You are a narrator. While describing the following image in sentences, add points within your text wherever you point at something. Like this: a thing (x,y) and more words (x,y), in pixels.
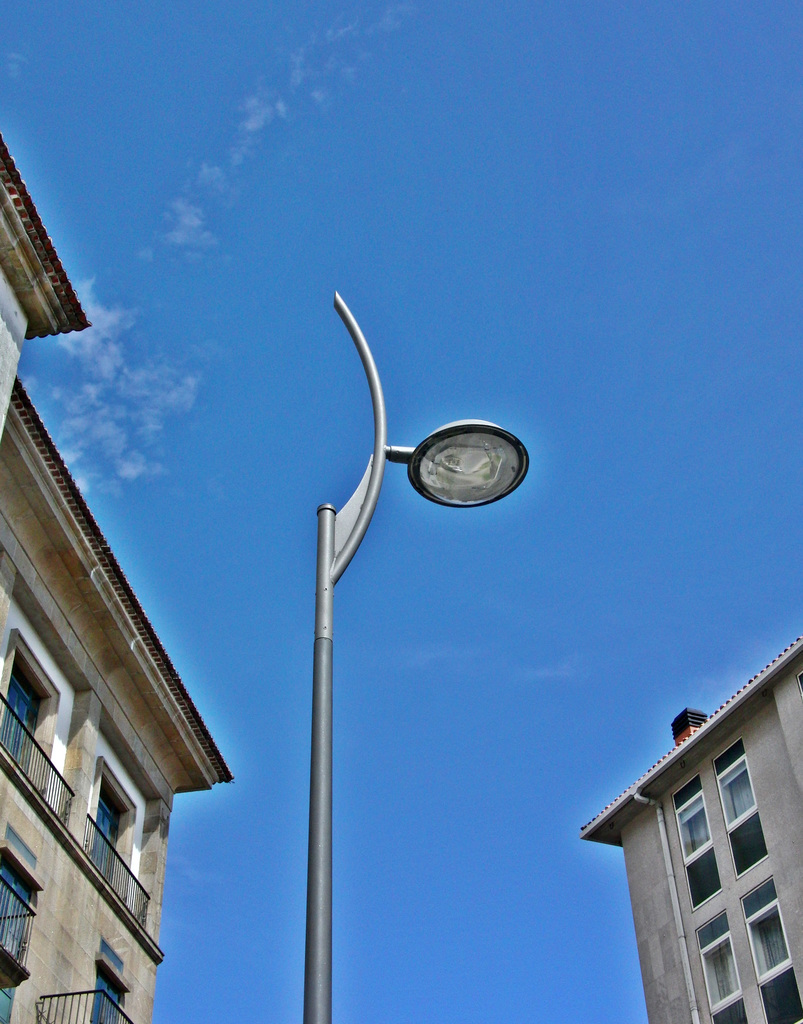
In this image on the left side (63,724) there is a building (41,643). In the center (333,613) there is a pole (323,792) and on the right side (653,845) there is a building (736,842) and on the top of the building (714,732) there is an object (695,726) which is black and red in colour and the sky (159,151) is cloudy.
